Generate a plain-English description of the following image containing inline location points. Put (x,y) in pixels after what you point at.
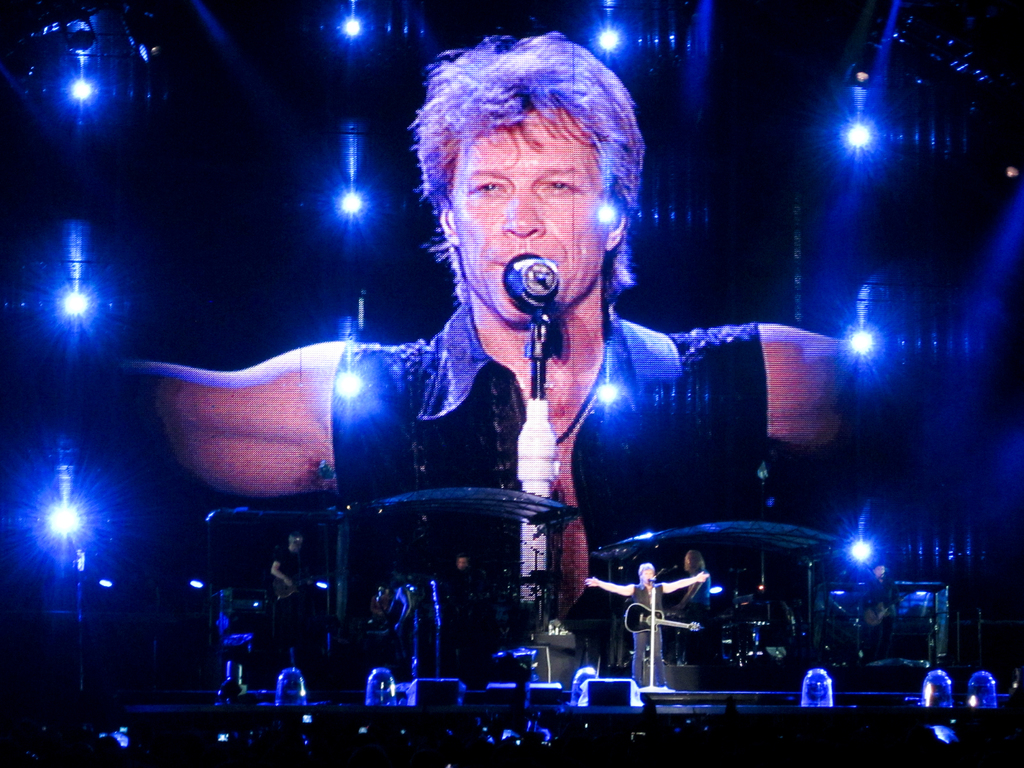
In the image, it looks like some concert and on the stage (478,627) there are few people (299,597) playing music and the person (646,595) who is standing in the foreground (650,627) is stretching his arms (618,590) and in the background (194,399) there is a screen (692,145) and the picture of the person (555,382) is being displayed on that screen (501,278), there are many lights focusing around the stage (483,692).
